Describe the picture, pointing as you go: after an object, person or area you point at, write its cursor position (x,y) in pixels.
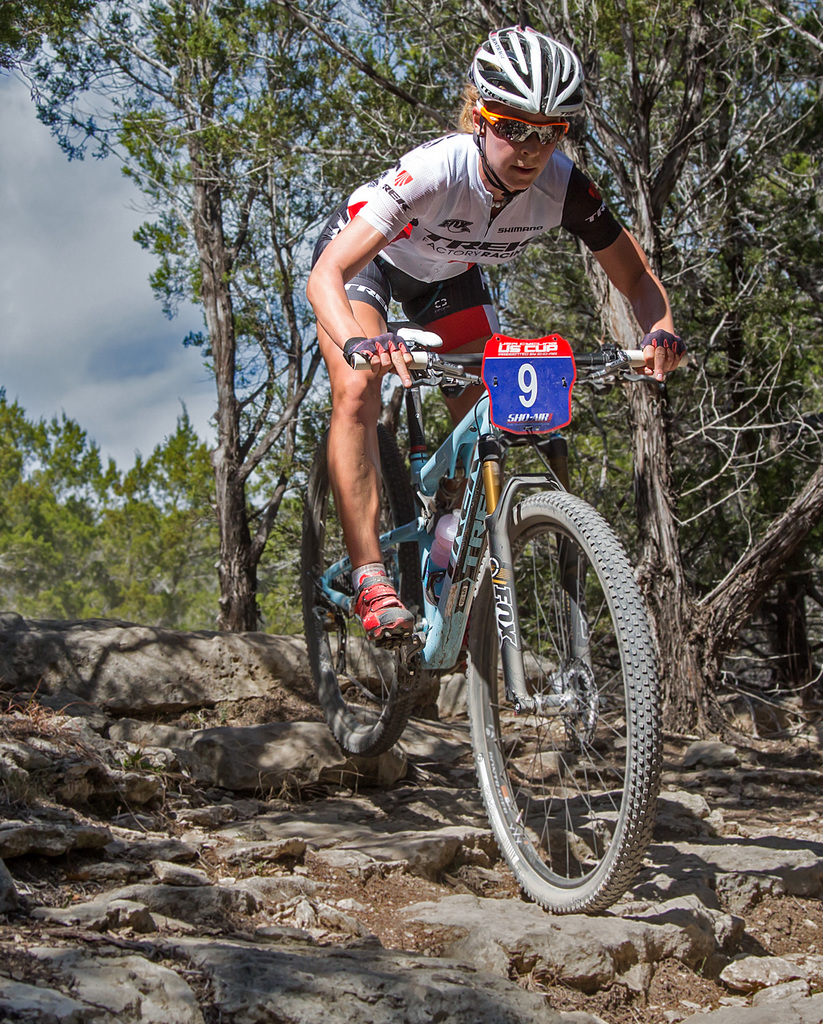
In this image we can see a woman (348,344) is riding bicycle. She is wearing white color t-shirt (470,203), black shorts (422,297) and white helmet (519,74). Background of the image (54,599) sky (103,404) and trees (757,345) are there. At the bottom of the image (278,839), rocky land (319,893) is present.
